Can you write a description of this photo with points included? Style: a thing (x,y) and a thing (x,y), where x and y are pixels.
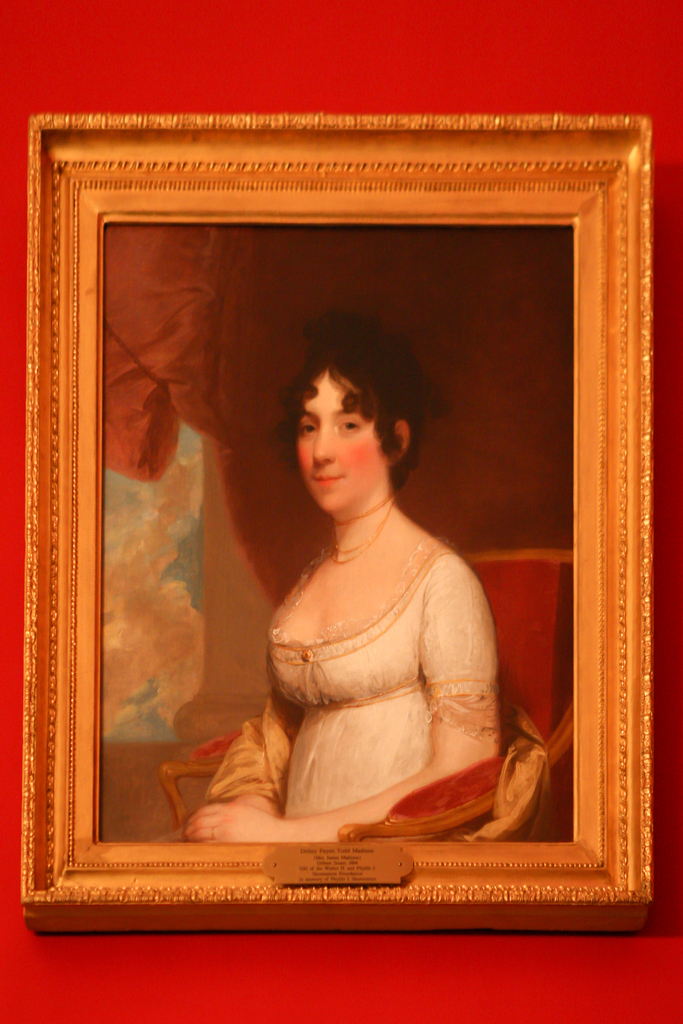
In this image we can see a painting (468,450) of a woman (346,487) which is attached to the red color wall (96,959).
